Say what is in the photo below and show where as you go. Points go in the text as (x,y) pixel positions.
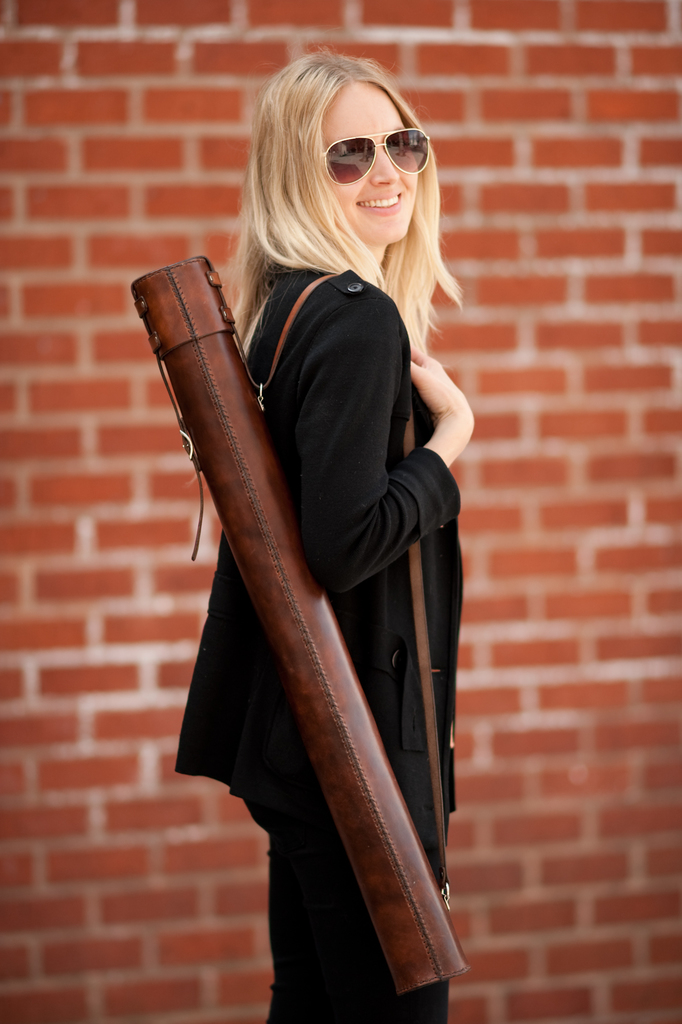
A beautiful woman (428,188) is standing, she wore black color dress (397,436) and also goggles (414,150), behind her there is a brick wall (563,469).
